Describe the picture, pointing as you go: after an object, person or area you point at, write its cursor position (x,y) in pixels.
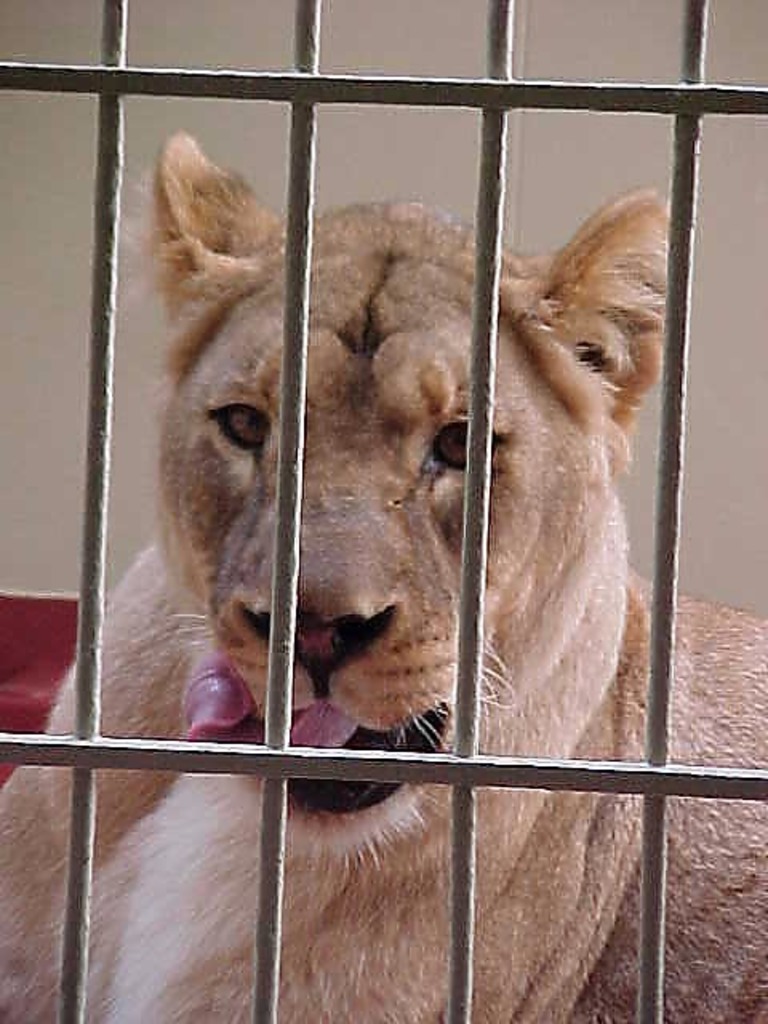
In this image, we can see grill (89,705). Through the grill (449,83), we can see an animal (693,987). Background (725,51) we can see the wall (457,115).
